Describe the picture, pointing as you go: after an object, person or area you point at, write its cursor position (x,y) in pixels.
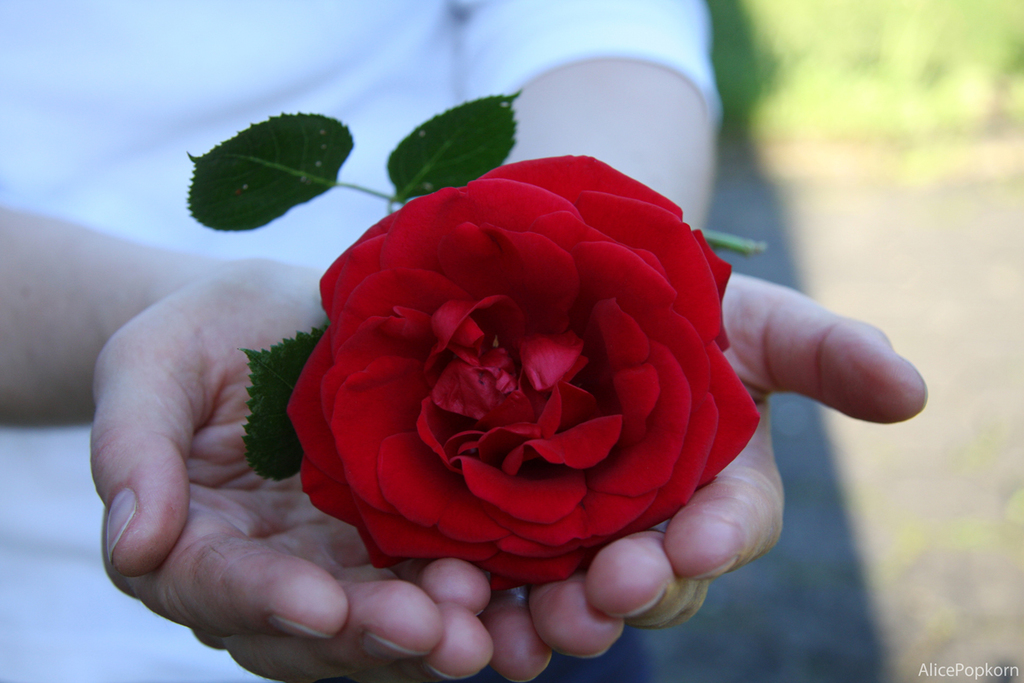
In this picture I can see a human (285,333) holding rose flower (459,458) in the hands (197,368) and I can see a water mark (939,665) at the bottom right corner of the picture (967,675).
